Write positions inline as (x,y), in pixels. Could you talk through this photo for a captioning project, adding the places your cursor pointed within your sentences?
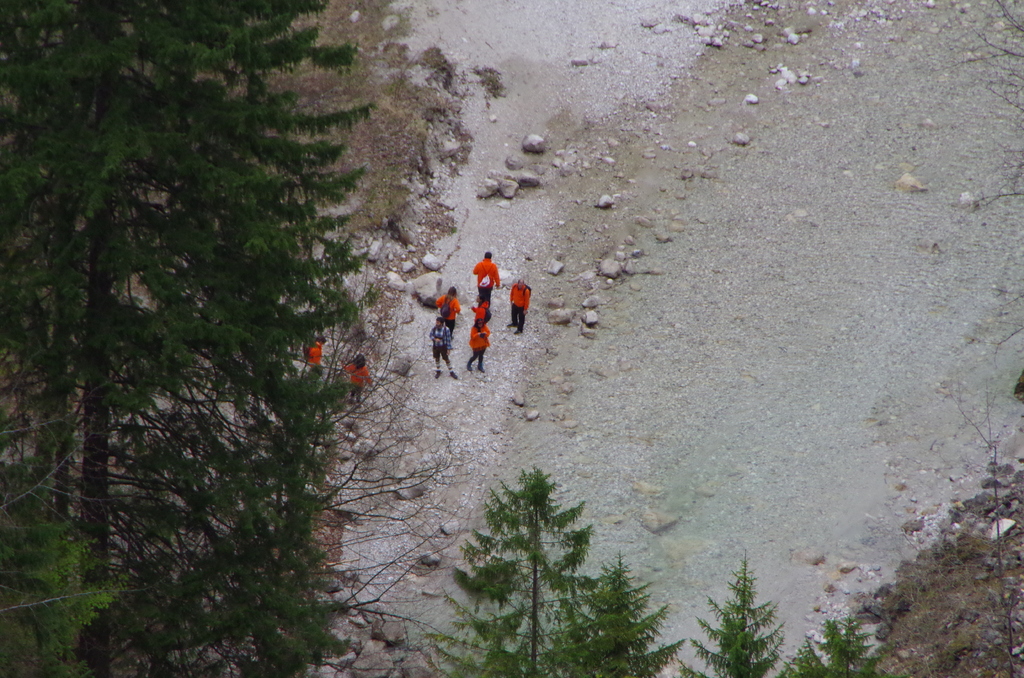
On the left side of the image (256,431) and at the bottom of the image (503,527) there are trees (758,664). In the middle of the image (523,292) there are people (472,307) and rocks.
